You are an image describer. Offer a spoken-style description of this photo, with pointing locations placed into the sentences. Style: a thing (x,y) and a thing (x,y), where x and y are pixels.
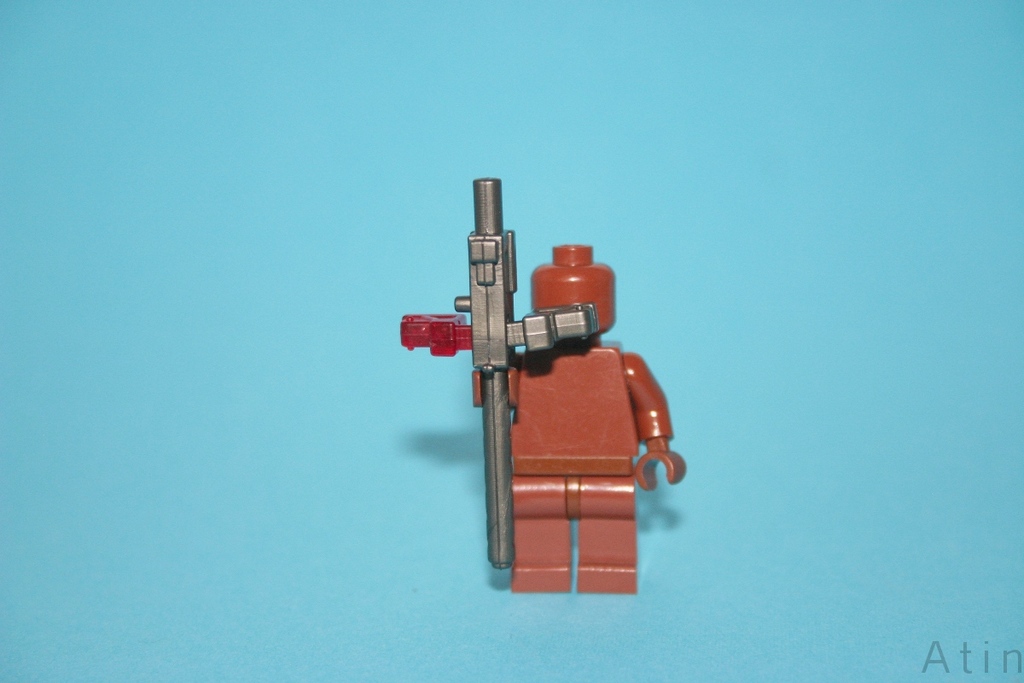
In the picture I can see a brown color toy (548,447). The background of the image (662,663) is in blue color. Here we can see the watermark (991,657) at the bottom right side of the image (1013,652).
